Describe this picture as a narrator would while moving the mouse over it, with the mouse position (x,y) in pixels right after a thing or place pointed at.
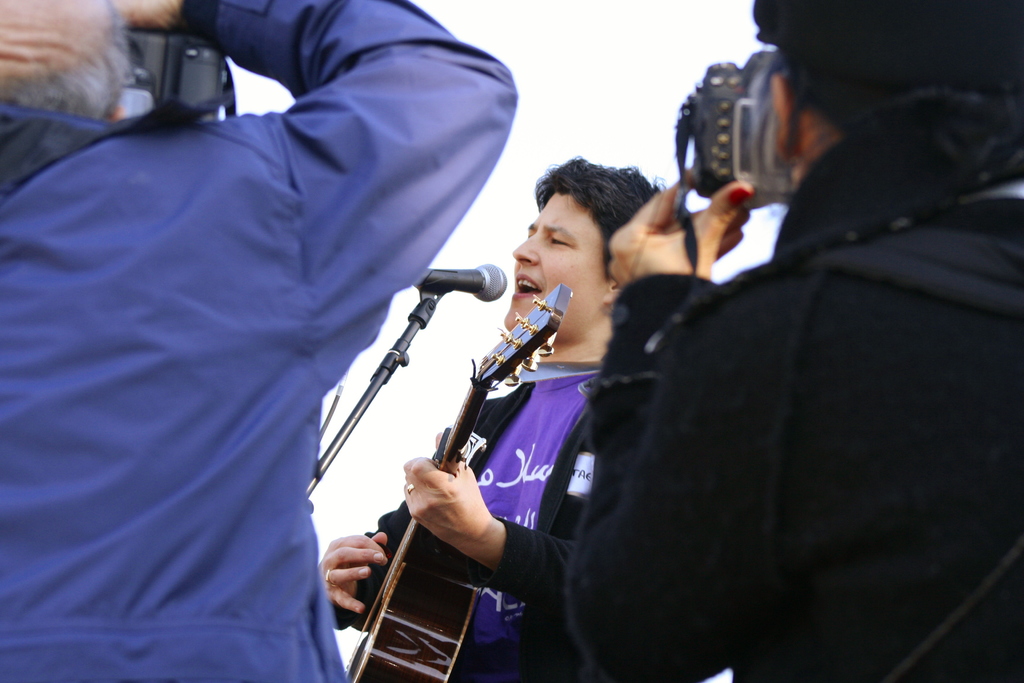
In this image we can see people (712,220) standing on the floor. Of them two are holding cameras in their hands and one is holding musical instruments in the hands (338,596) and a mic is placed in front of the person (350,580).
